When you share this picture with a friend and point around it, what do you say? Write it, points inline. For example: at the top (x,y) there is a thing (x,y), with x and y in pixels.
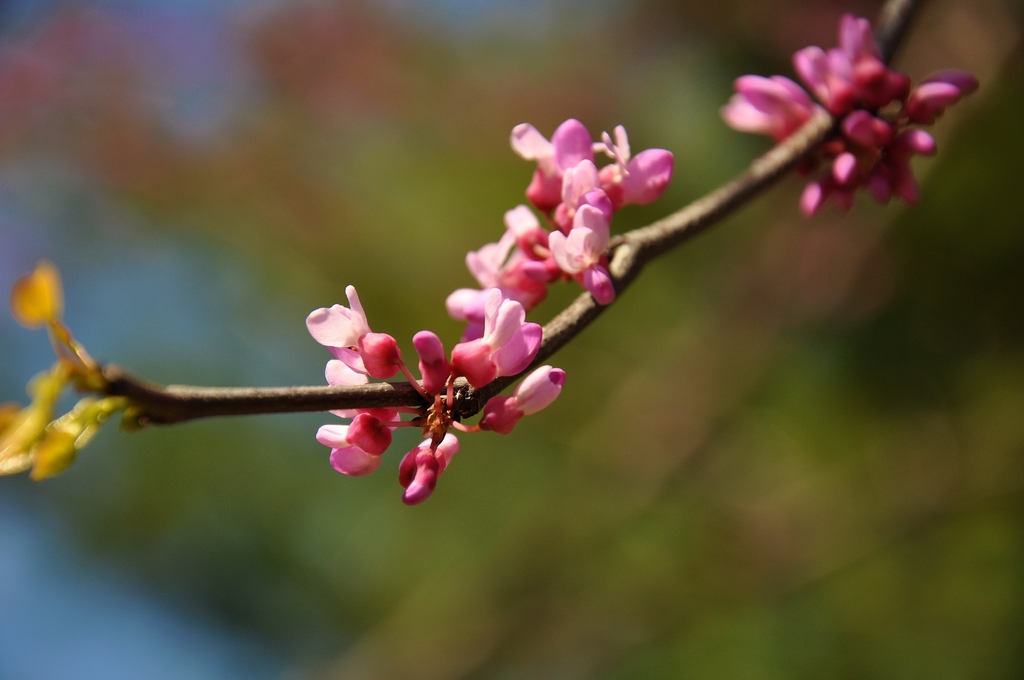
In this image we can see some flowers (375,355) to the stem (571,328) of a plant (474,368).
